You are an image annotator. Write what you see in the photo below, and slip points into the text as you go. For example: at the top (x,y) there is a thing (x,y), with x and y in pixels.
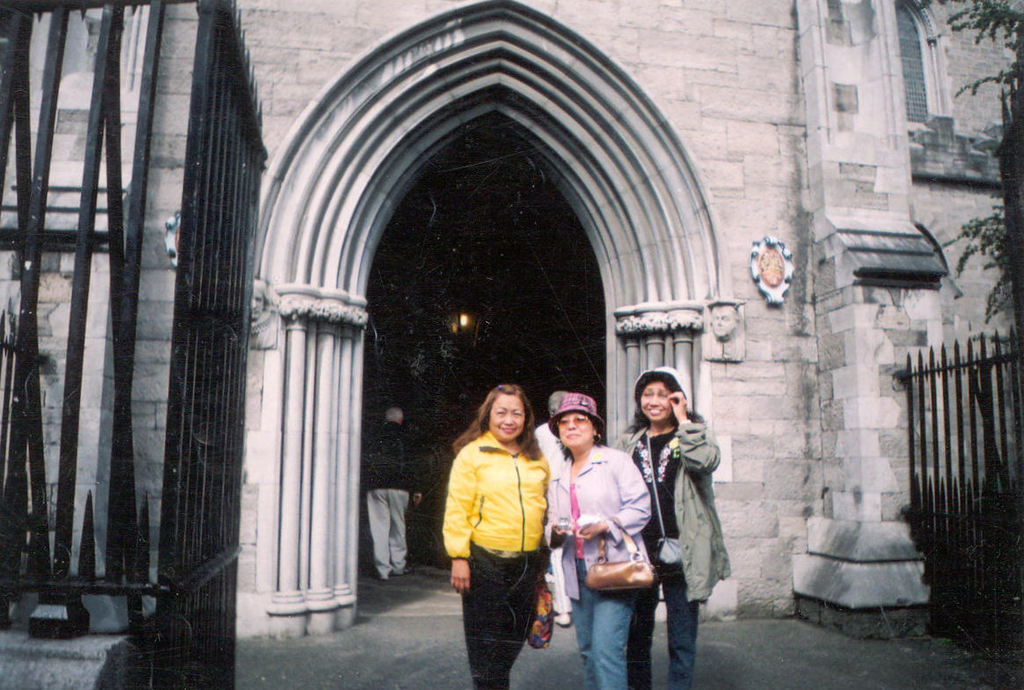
This picture is clicked outside. In the foreground (489,509) we can see the group of persons (623,507). On the right (978,380) we can see the black color fence (970,397) and some portion of a tree (1007,0). In the background (626,59) we can see the building (610,35) and arch (589,146) on the building (584,158) and there is an object (773,246) hanging on the wall (704,94) of a building (398,63). On the left corner (205,104) we can see the metal rods (226,316).
